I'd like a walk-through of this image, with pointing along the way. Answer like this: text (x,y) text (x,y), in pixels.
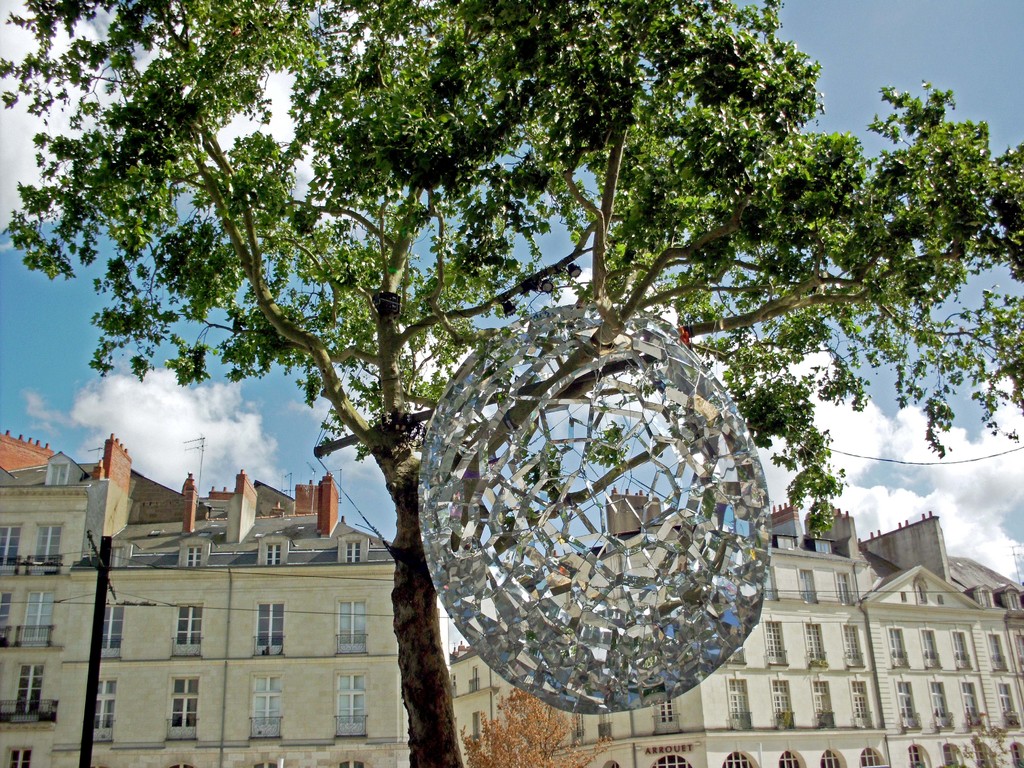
In the image there is a tree (563,391) with an object (530,468) is hanging. Behind the tree (416,463) there are buildings (387,646) with walls (795,650), windows (264,622), roofs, pillars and chimneys (927,563). And also there are poles (108,572) with wires (115,597). At the top of the image (212,204) in the background (271,451) there is sky (988,437) with clouds (306,146).
